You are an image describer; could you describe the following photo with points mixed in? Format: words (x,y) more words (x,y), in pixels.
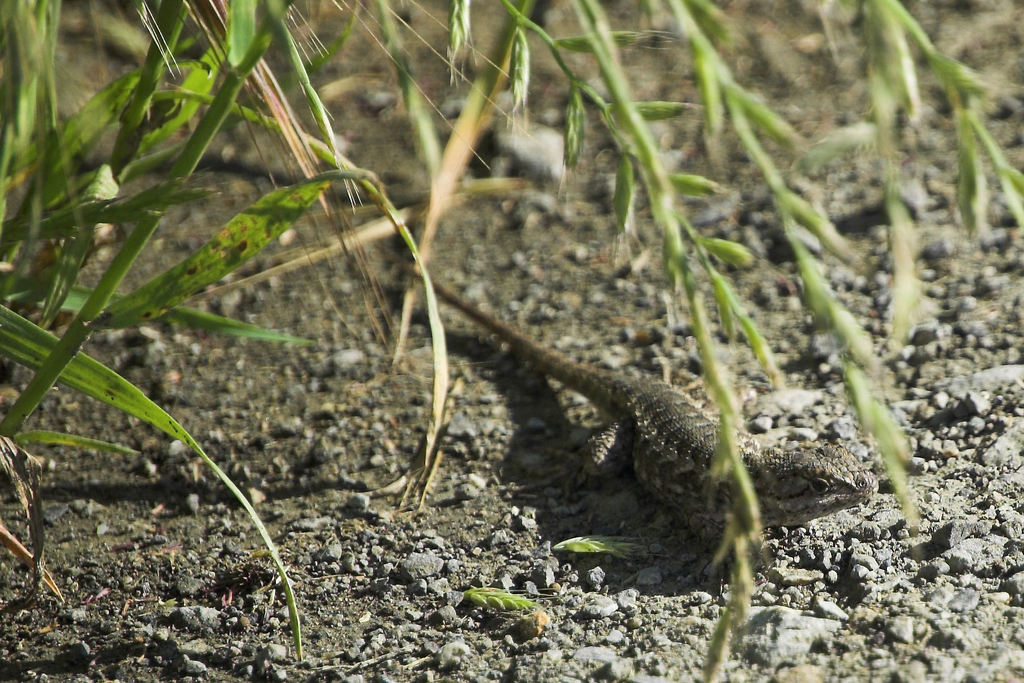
In this image there is a reptile (683,454). There is grass (597,36). At the bottom of the image (385,625) there are stones (413,607).
